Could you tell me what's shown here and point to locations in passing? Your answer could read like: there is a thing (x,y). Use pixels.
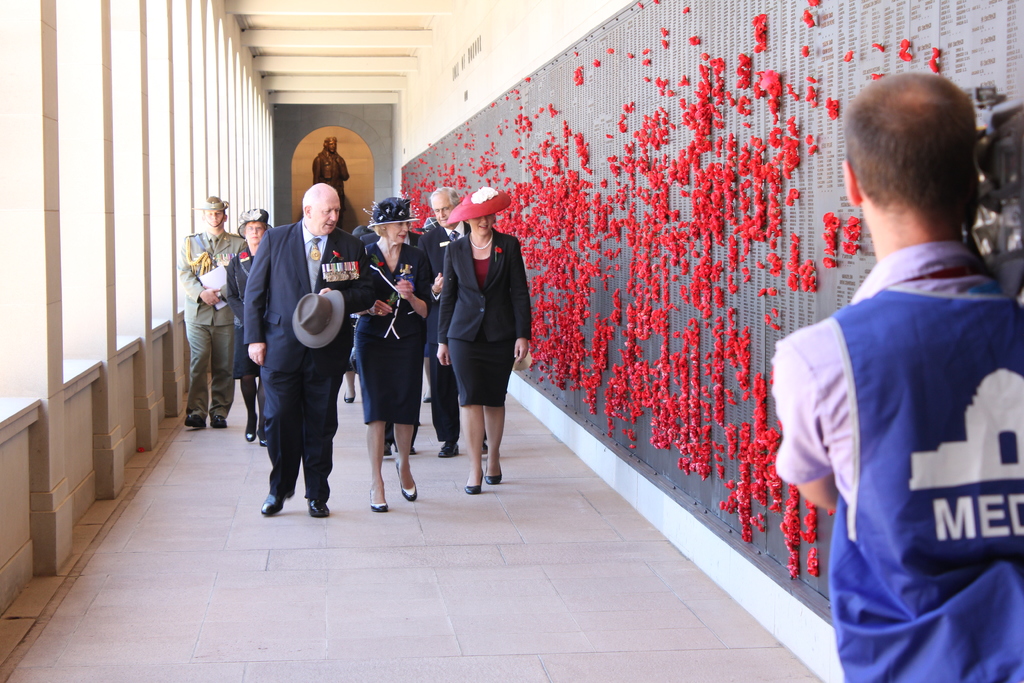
In this image I can see group of people (250,425) walking. In front (269,273) the person (280,312) is wearing blue color blazer (279,296) and holding a hat (296,329). I can also see few flowers (776,142) in red color, background I can see the wall (39,168) in white color and I can also see the pillars (171,54).
